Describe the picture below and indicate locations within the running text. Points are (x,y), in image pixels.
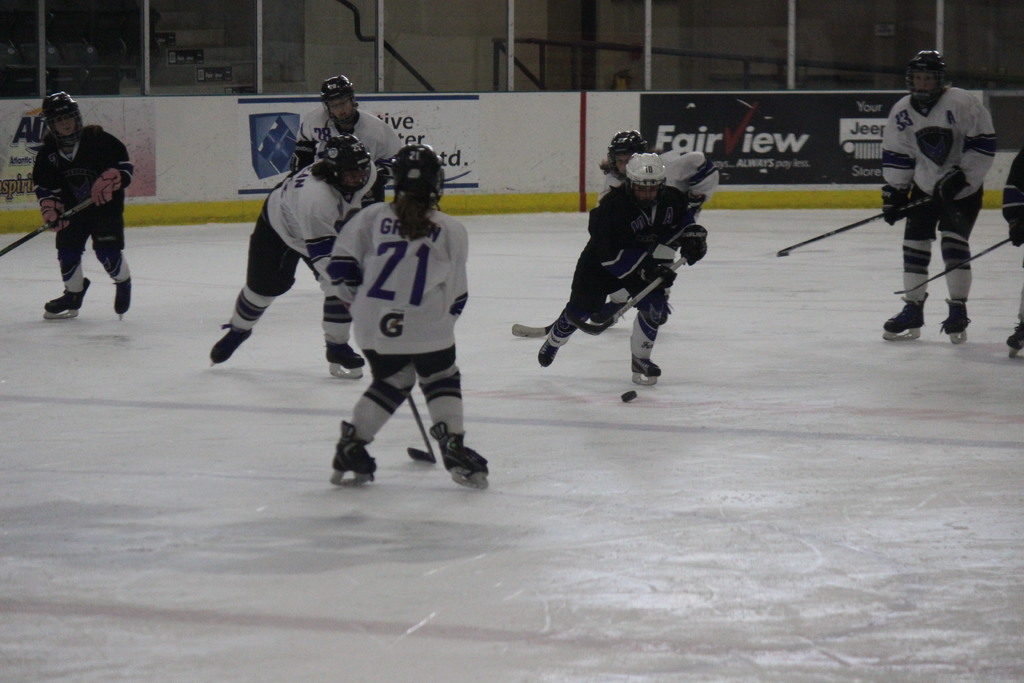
In this image there are a group of people (371,189) who are holding some sticks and playing hockey, at the bottom (509,602) there is floor (971,430) and in the background (695,107) there are some boards (28,127), pole (939,17) and a wall (412,29).
